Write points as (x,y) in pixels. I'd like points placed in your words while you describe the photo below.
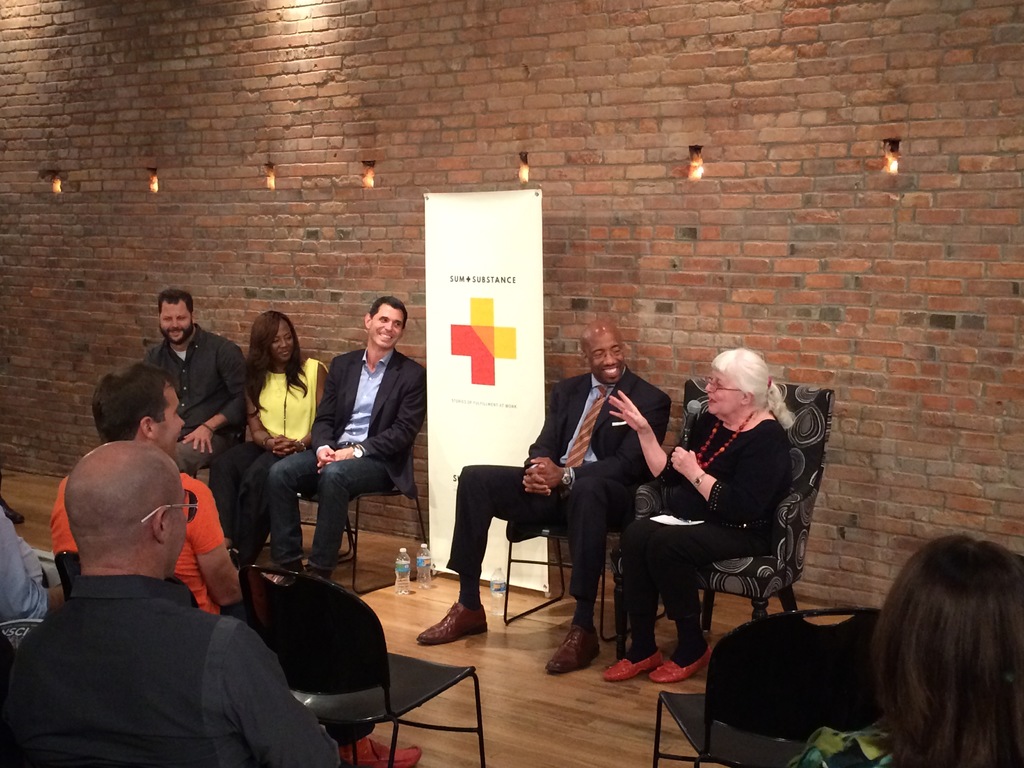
There is a room (644,371). There is a group of people (688,472). They are sitting on a chairs (767,572). They are smiling. There are wearing a beautiful dress (691,536). On the right side (745,391) we have a woman (733,406). She is holding a mic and she is talking We can see in background (459,209) red color wall brick (555,198) and poster (529,408).
